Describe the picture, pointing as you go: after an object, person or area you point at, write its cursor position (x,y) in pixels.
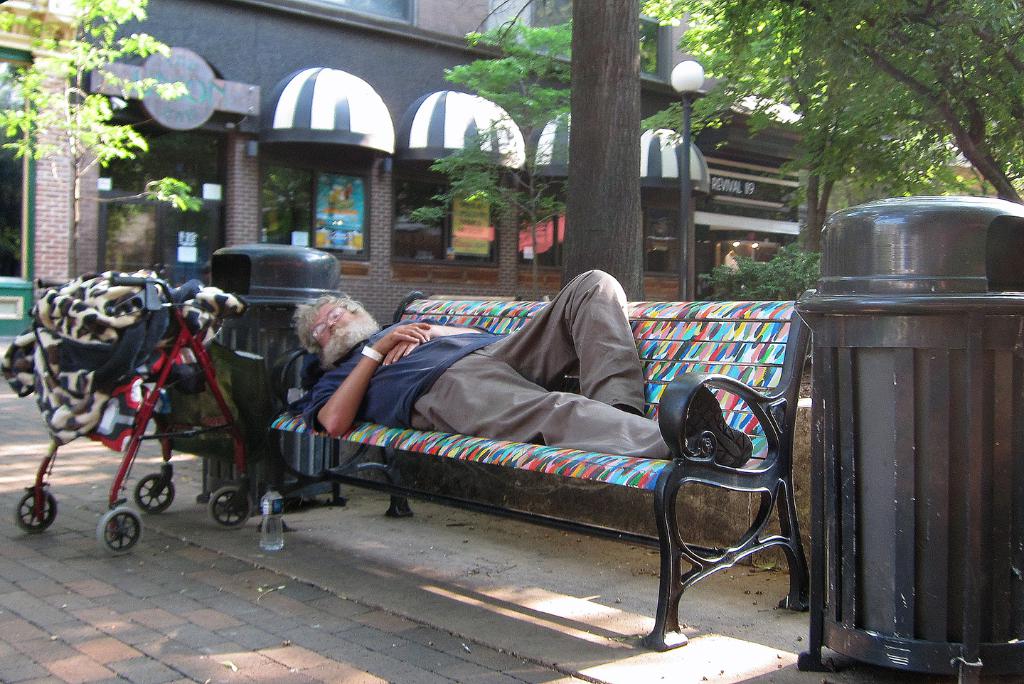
In the center of the image (504,326) a man (548,331) is lying on a bench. In the background of the image (290,289) we can see garbage bins (240,275), trolley (201,351) clothes (220,309), trees (575,181), stores (356,181), building (303,148), electric light pole (693,81), windows (364,183) are there. At the bottom of the image (348,579) we can see a bottle (278,523), ground (491,602) are there.
